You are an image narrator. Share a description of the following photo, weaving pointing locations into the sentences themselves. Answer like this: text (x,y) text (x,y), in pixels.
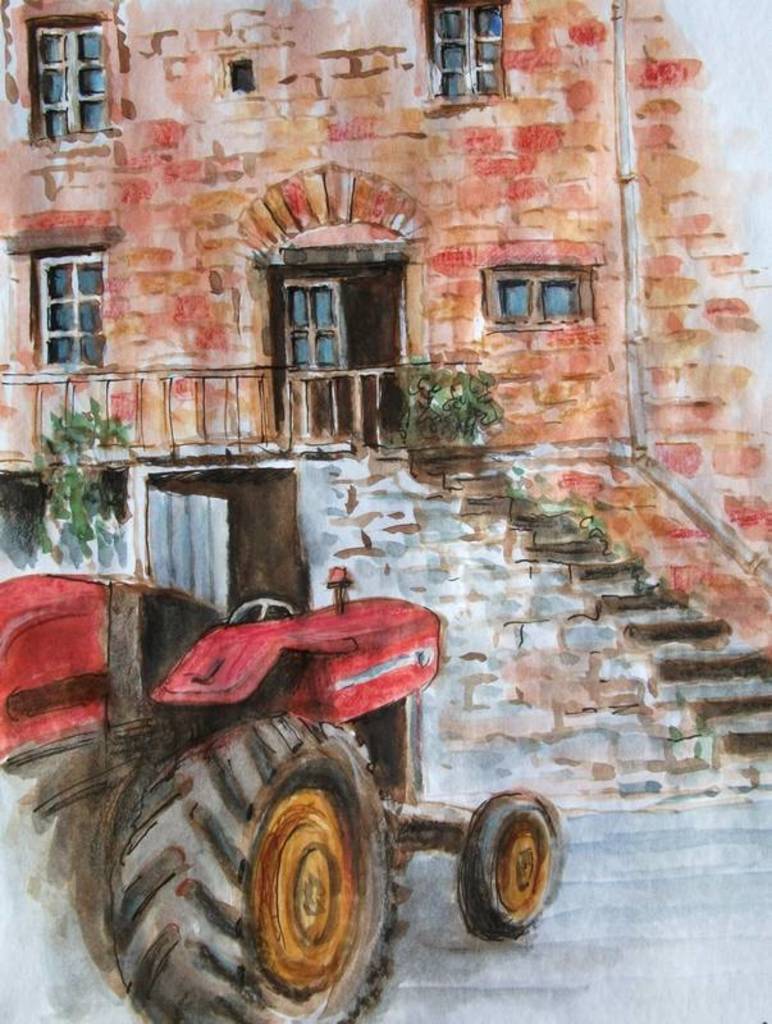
In the picture I can see the painting (611,311). I can see the painting (330,635) of a tractor (301,640) on the bottom left side (227,715). I can see the building (256,108) and windows (288,313). I can see the staircase (446,468) and the fence (292,407) of the building (414,181).
